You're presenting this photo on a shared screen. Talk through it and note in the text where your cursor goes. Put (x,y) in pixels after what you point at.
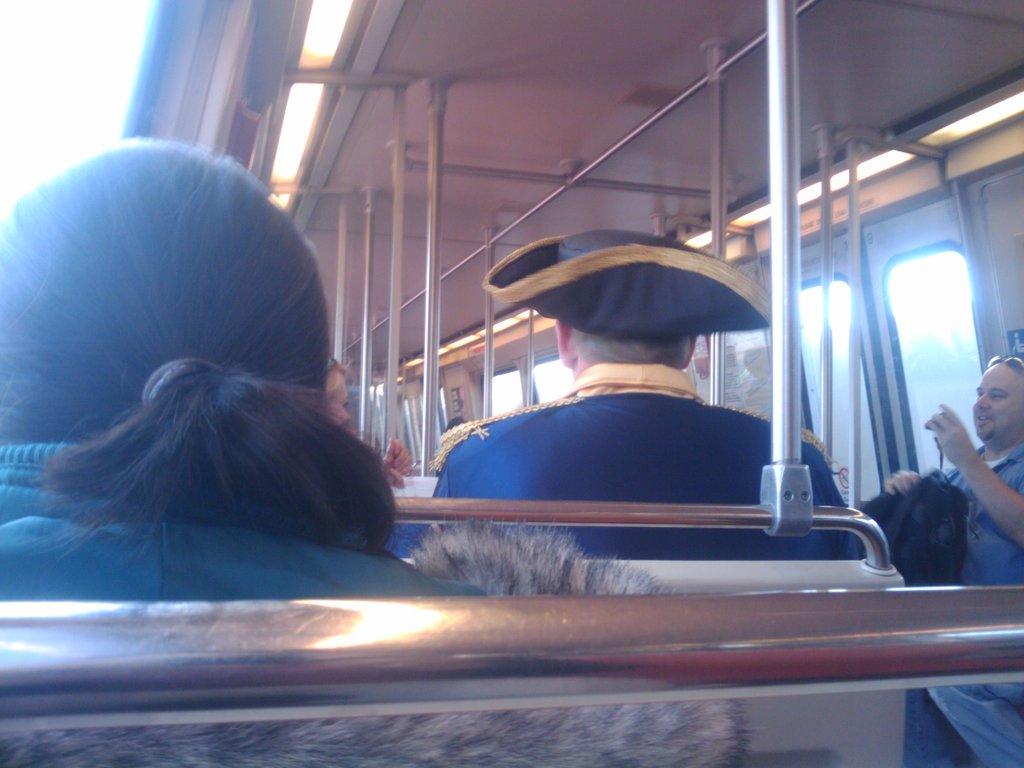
In this image there are people (563,445) sitting in a train (542,500) and there are rods (606,184) on the top (500,71) there is a sheet (815,59) and lights (766,214).
